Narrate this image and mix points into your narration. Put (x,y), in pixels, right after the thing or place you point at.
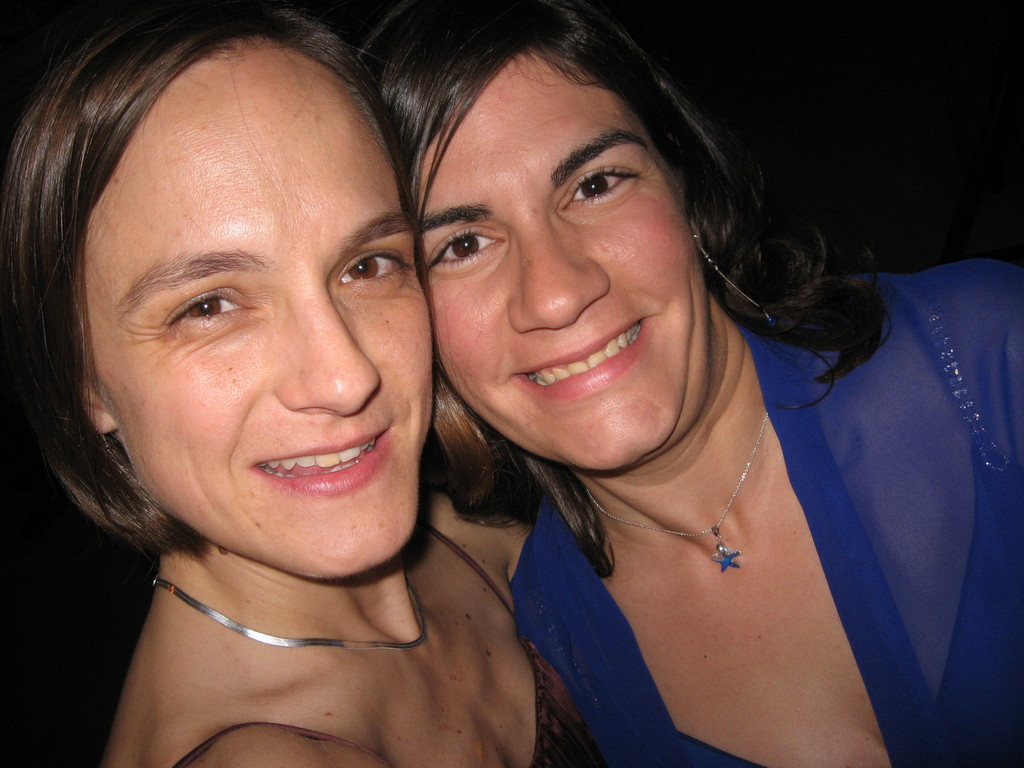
In the image there are two women (524,475) posing for the photo and behind them the background (817,95) is dark.
